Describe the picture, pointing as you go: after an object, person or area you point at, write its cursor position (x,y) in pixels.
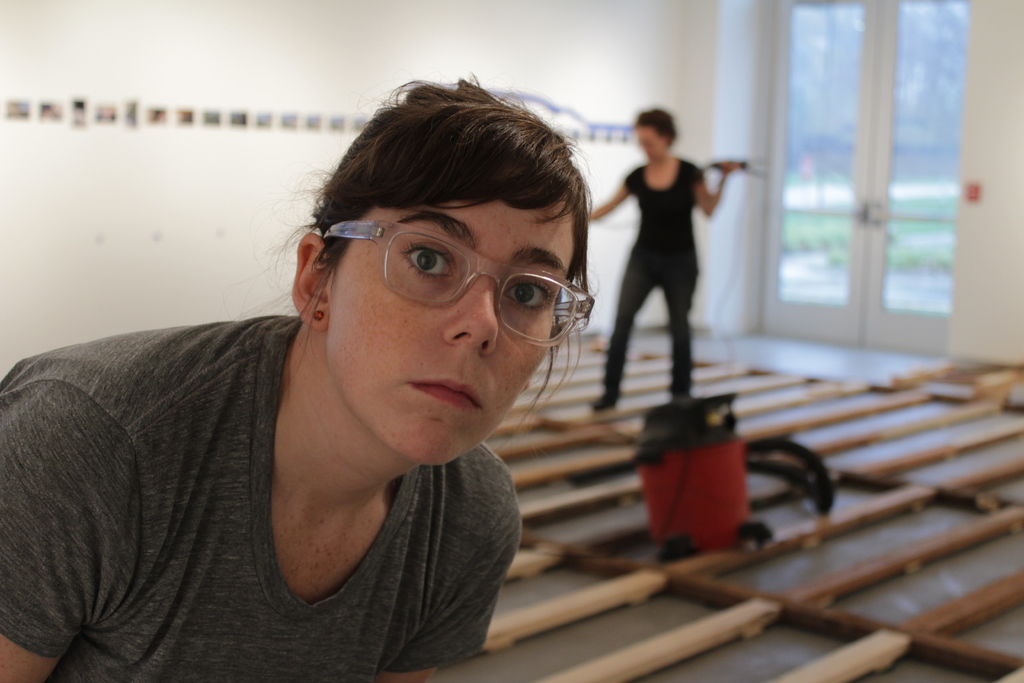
In this image, we can see a lady (335,267) wearing glasses (466,276) and in the background (659,214), there is an other lady (666,203) standing and holding an object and we can see some objects (220,117) placed on the wall (370,75) and there is a door (808,74). At the bottom (682,458), there is an object (719,465) on the suspended timber floor (739,550).
